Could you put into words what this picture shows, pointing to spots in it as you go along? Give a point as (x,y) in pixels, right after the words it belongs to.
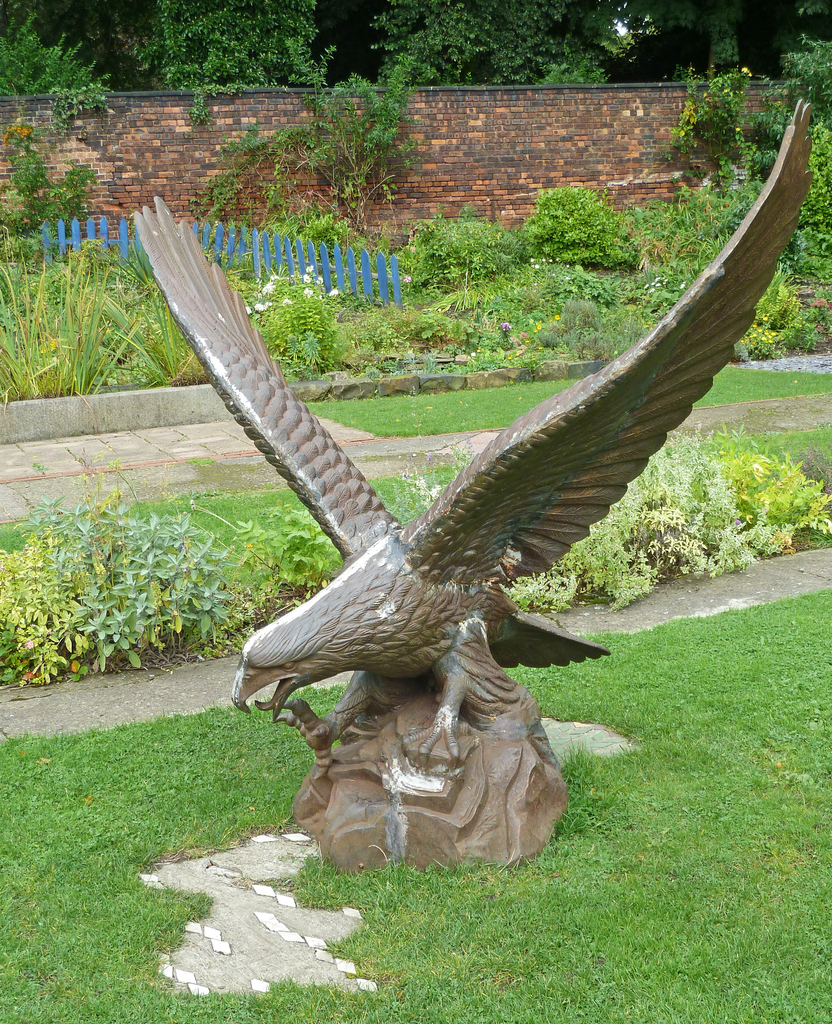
In this picture there is a sculpture of a bird (391,636) and we can see grass (657,793), plants (820,515), fence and wall (186,129). In the background of the image (11,74) we can see trees (477,39).
